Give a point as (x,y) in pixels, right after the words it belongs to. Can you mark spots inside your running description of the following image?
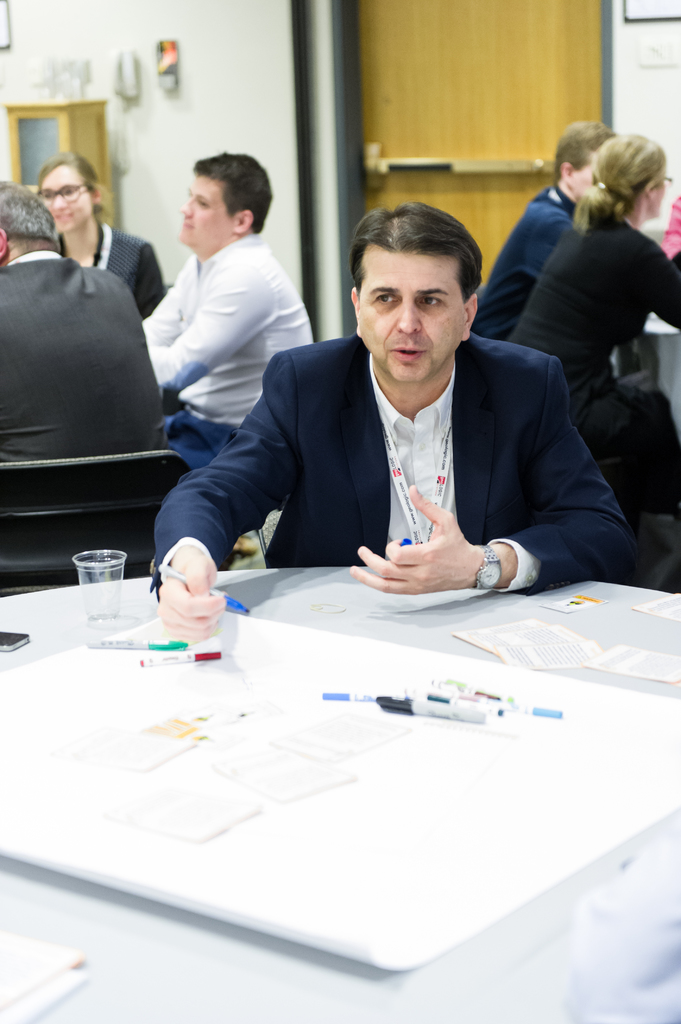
In this image I can see the group of people (267,364) with different color dresses (367,445). I can see the table (339,701) in-front of one person (340,499). On the table (394,636) I can see the papers (329,926), pens (101,641) and glass (113,598). The table (71,605) is in white color. In the background (373,104) I can see door (430,52) and the wall (167,110).
